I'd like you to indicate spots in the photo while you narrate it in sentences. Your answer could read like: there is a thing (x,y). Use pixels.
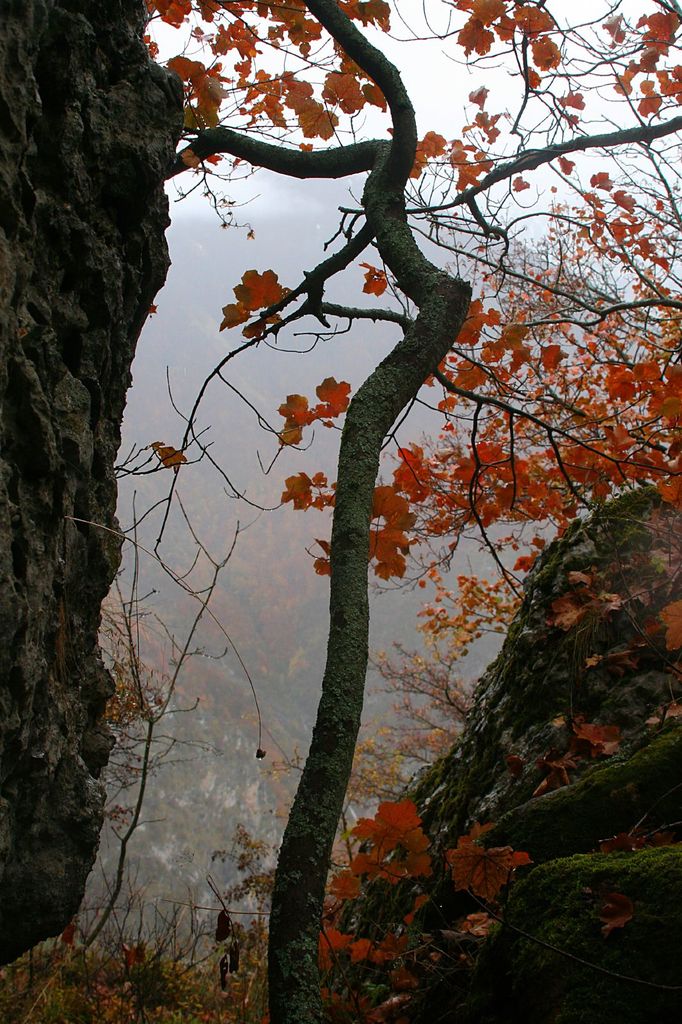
These are trees (345,540).
